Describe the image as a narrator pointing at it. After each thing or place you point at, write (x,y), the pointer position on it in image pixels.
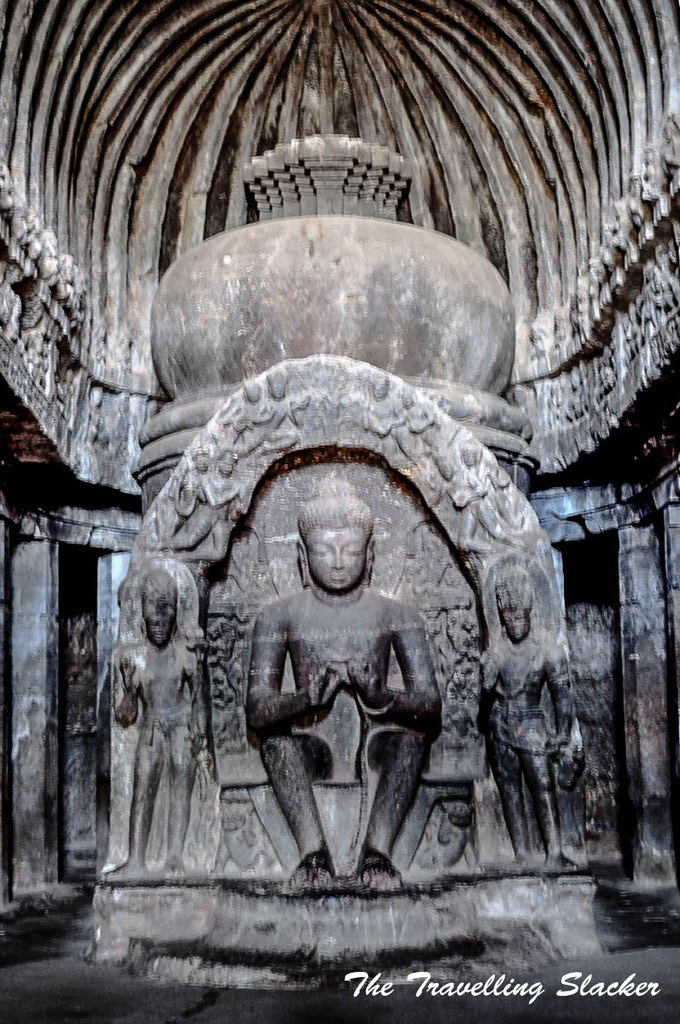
In this image we can see the sculpture (358,539). On the backside (571,401) we can see some pillars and a wall (584,380).
